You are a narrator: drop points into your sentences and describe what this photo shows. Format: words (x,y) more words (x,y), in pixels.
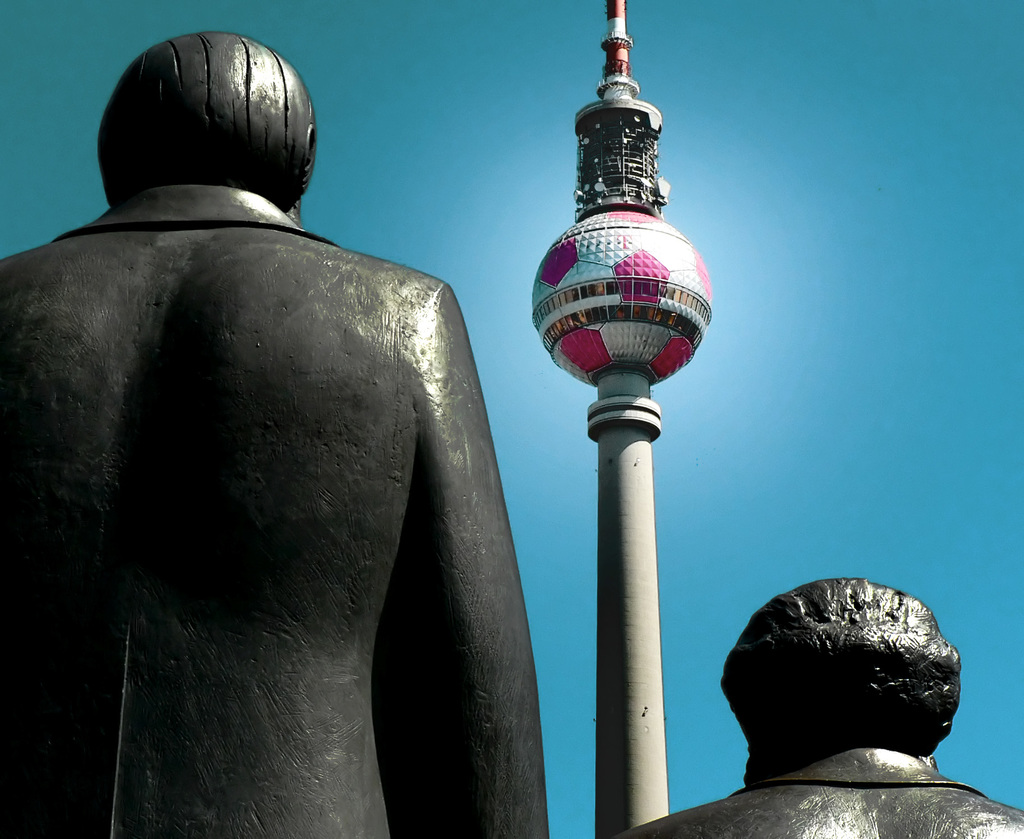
In the center of the image (438,428) we can see statues (300,494), tower (624,538) and sky (819,300).
